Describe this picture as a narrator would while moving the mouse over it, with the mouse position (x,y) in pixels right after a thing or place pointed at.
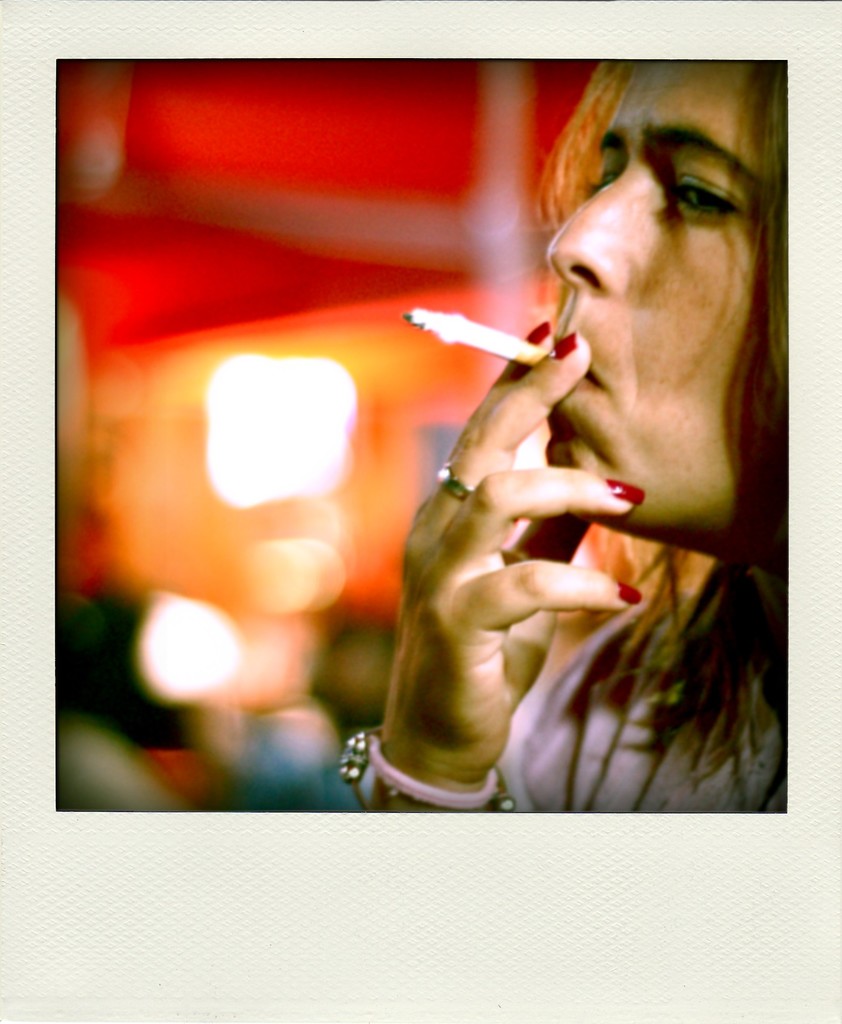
In this picture there is a woman (609,514) towards the right (594,582) and she is smoking.
